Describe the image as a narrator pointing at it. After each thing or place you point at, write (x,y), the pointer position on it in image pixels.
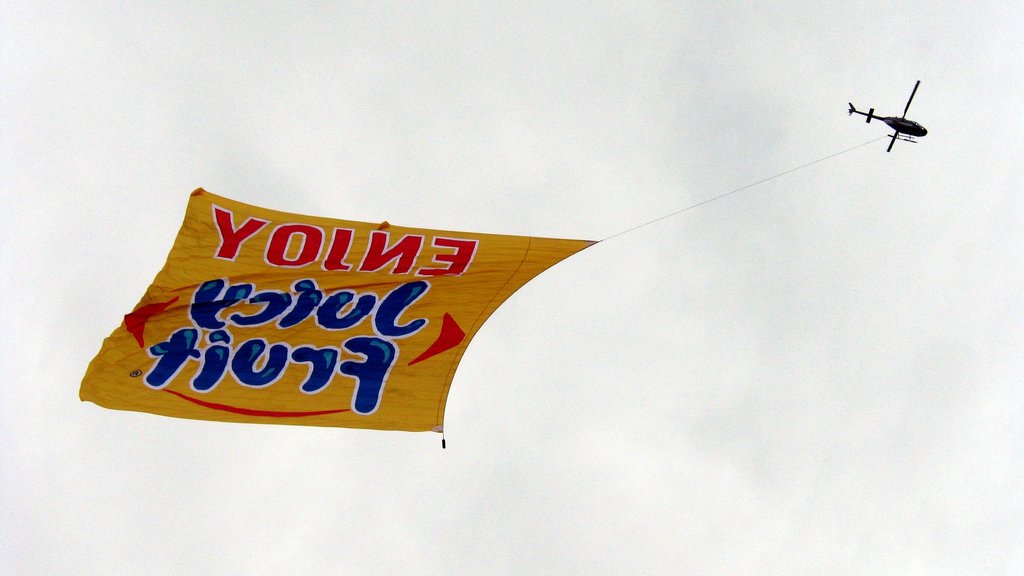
In this image we can see a helicopter (897,124) with a banner (432,321) flying in the sky (641,183).
